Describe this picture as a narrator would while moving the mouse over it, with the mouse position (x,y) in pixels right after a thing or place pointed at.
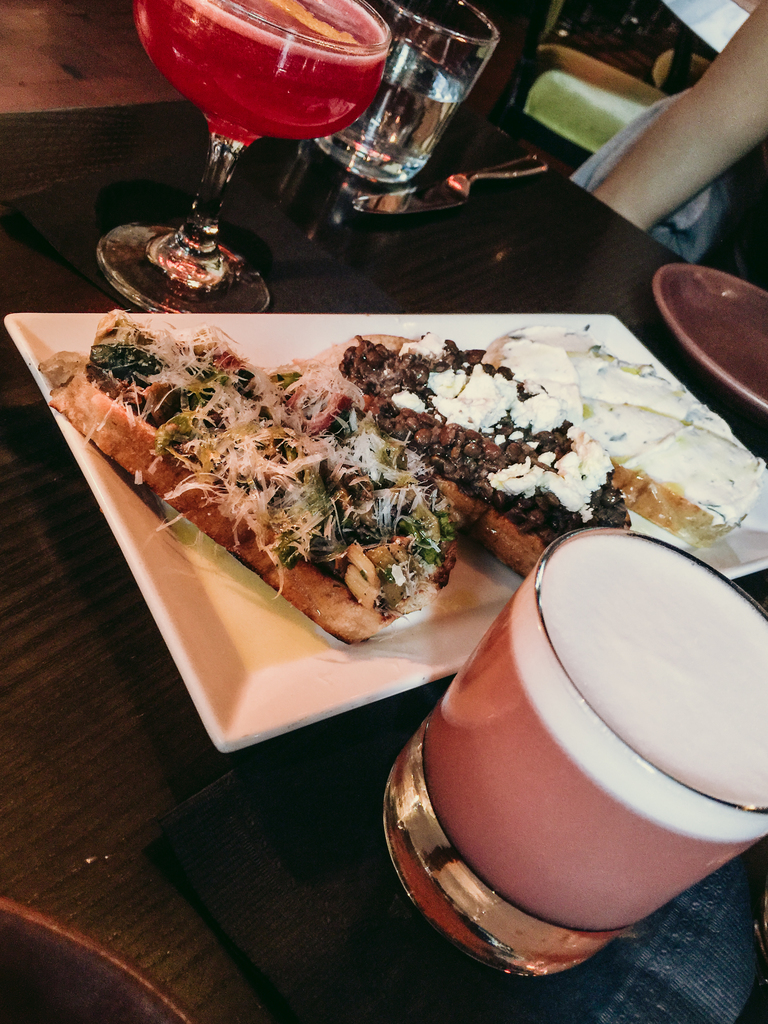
In this image we can see a table (438,167). On the table (505,210) there are serving plate (254,670) with food (376,435) in it, glass tumblers (402,106) with beverages (555,729) in them, knife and an empty plate (700,345).
